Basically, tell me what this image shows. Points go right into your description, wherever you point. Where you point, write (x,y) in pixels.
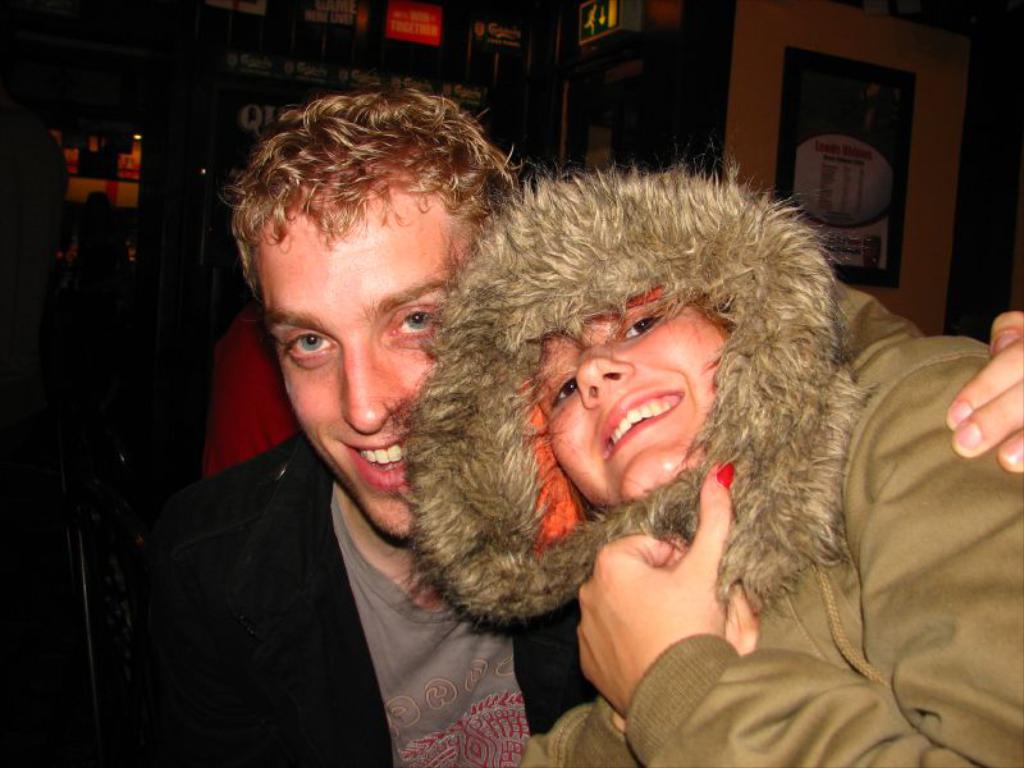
In this image we can see man (222,576) and a woman (663,352) smiling.
